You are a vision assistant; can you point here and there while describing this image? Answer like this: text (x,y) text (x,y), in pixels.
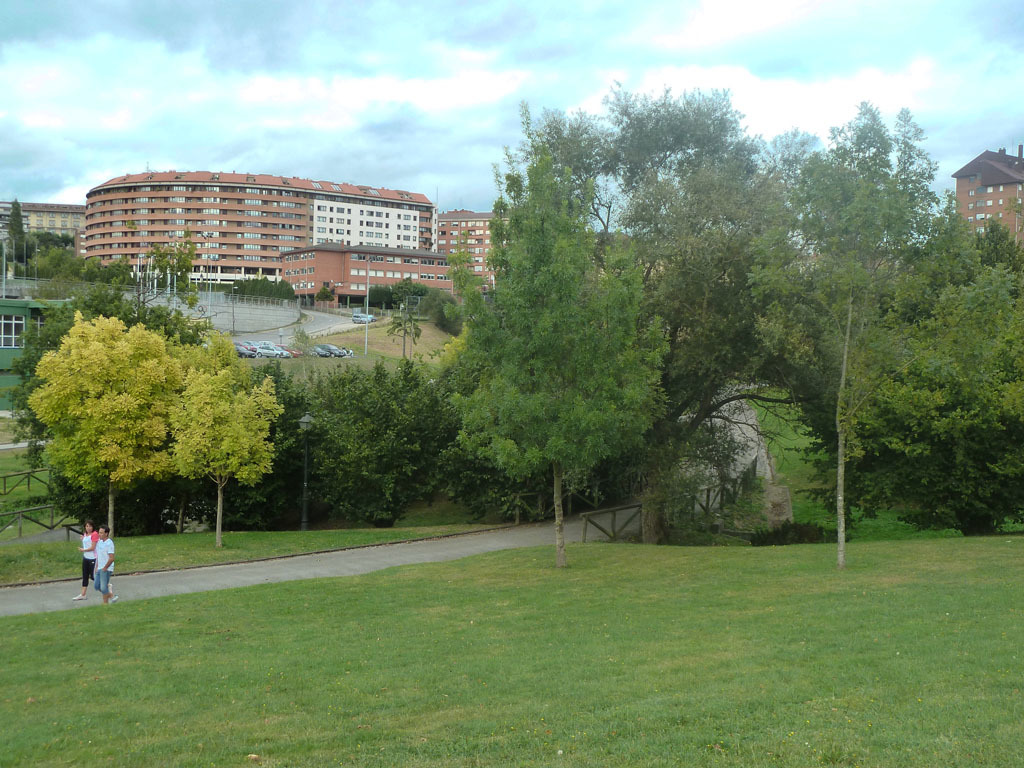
At the bottom (442,710) we can see grass (445,721) on the ground (444,718). On the left side (94,587) there are two persons (108,527) walking on the road (72,600). In the background (349,450) there are trees (183,507), fences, poles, vehicles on the ground (245,365), buildings (14,312), windows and clouds (713,21) in the sky (852,16).
